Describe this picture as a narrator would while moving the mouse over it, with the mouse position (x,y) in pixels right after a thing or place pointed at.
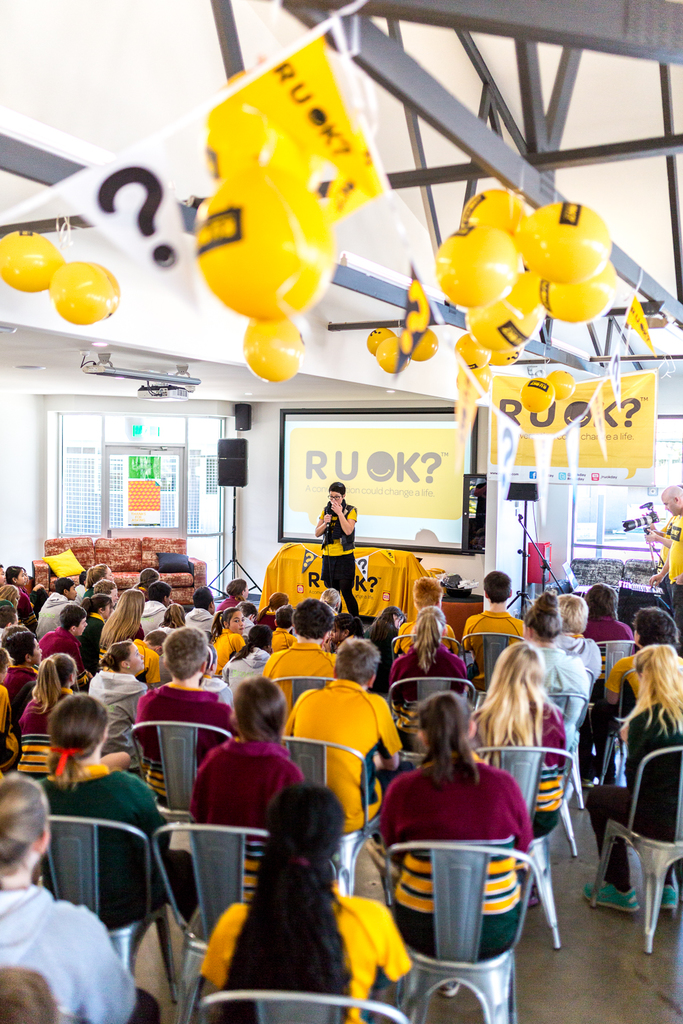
In this image I can see number of people (86,745) are sitting on chairs (613,660). In the background (682,558) I can see two persons (344,519) are standing and on the right side (675,560) I can see one of them is holding a camera (642,524). I can also see a screen (296,446), few speakers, few boards (507,411) and a red color thing (540,561) in the background (446,482). On these boards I can see something is written. On the top side of this image (316,177) I can see few flags (641,317) and number of balloons (264,215).
